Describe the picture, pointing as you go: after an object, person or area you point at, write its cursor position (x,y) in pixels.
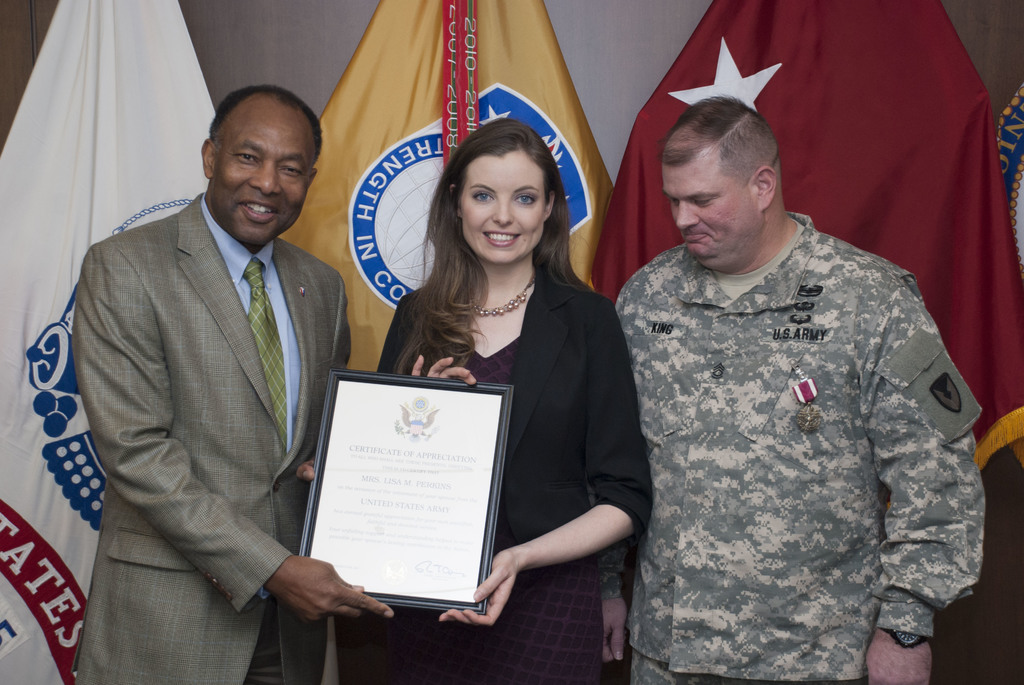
This image consists of three persons (500,568). The woman (503,579) is holding a frame (371,579). On the left (192,544), the man (210,537) is wearing a suit (256,436). On the right (731,574), the man (791,612) is wearing an army dress (841,461). In the background (78,133), there are flags (894,138) and a wall (296,70). In the middle (575,439), the woman (567,521) is wearing a black dress (605,481).
